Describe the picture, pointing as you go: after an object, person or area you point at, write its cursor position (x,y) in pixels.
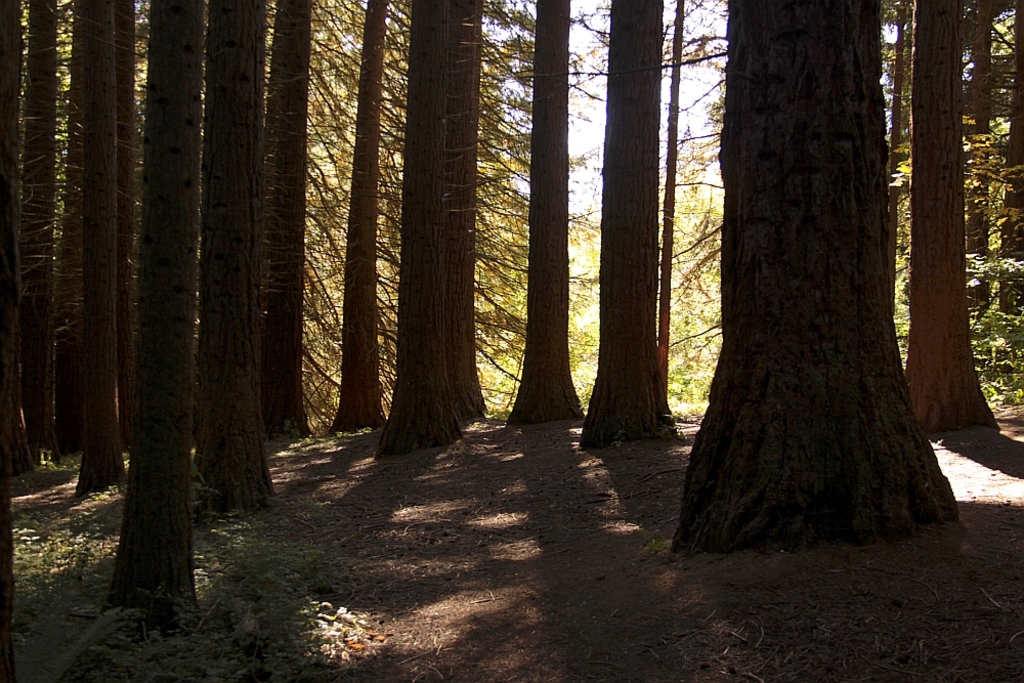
In the foreground of this picture (727,381), there are many trees (486,281) and in the background (586,137), we can see the sky (596,147).
